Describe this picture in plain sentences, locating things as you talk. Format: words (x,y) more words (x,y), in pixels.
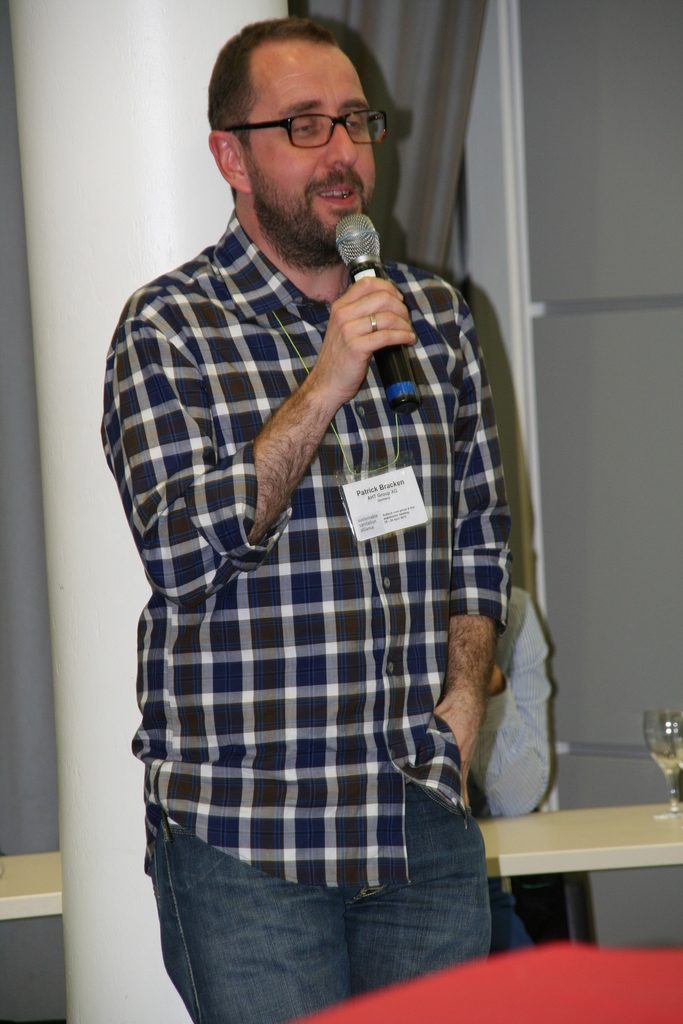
In this image i can see a person (280,508) standing and holding a microphone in his hand (349,360). In the background (505,701) i can see another person (505,701) sitting, a wine glass (656,722) and a curtain (427,94).
